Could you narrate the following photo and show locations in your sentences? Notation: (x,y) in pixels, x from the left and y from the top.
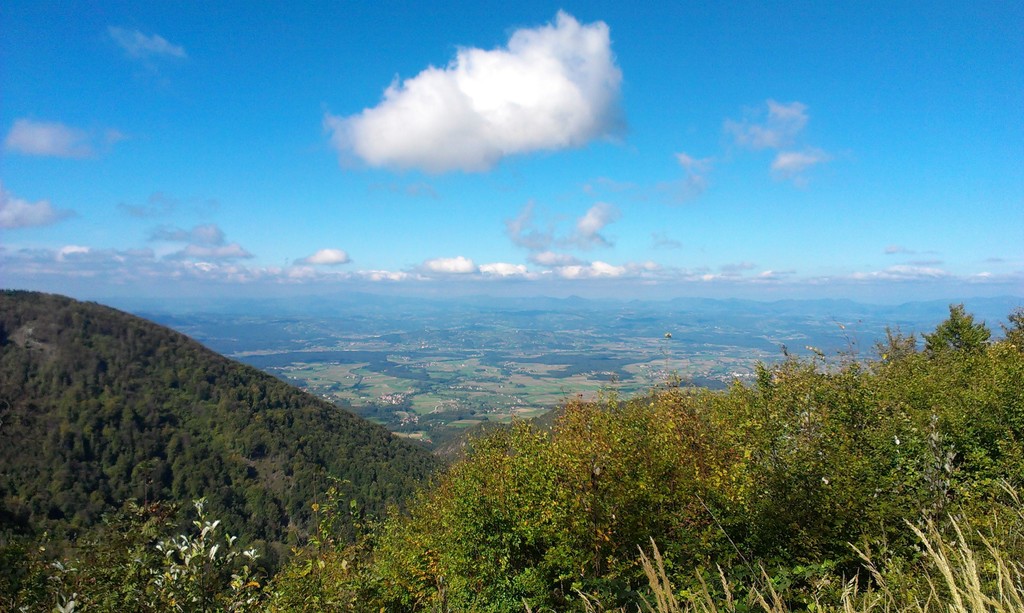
In this picture I can see trees (494,569), hills (331,302), and in the background (667,37) there is the sky (423,138).
